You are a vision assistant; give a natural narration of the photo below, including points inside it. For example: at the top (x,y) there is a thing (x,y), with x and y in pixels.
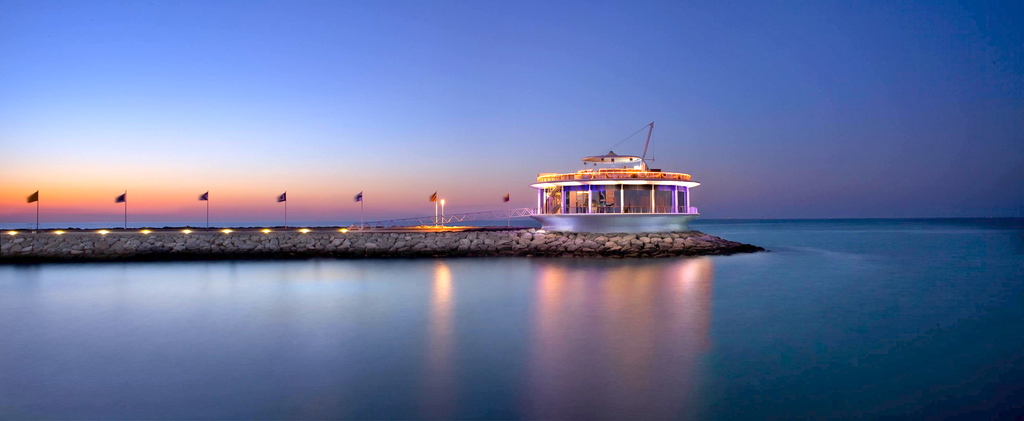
In this picture I can see the water (650,279) and in the middle of this picture (366,231), I can see the path (228,249) on which there are few lights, flags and a building (596,182). In the background (332,110) I can see the sky (382,92).
